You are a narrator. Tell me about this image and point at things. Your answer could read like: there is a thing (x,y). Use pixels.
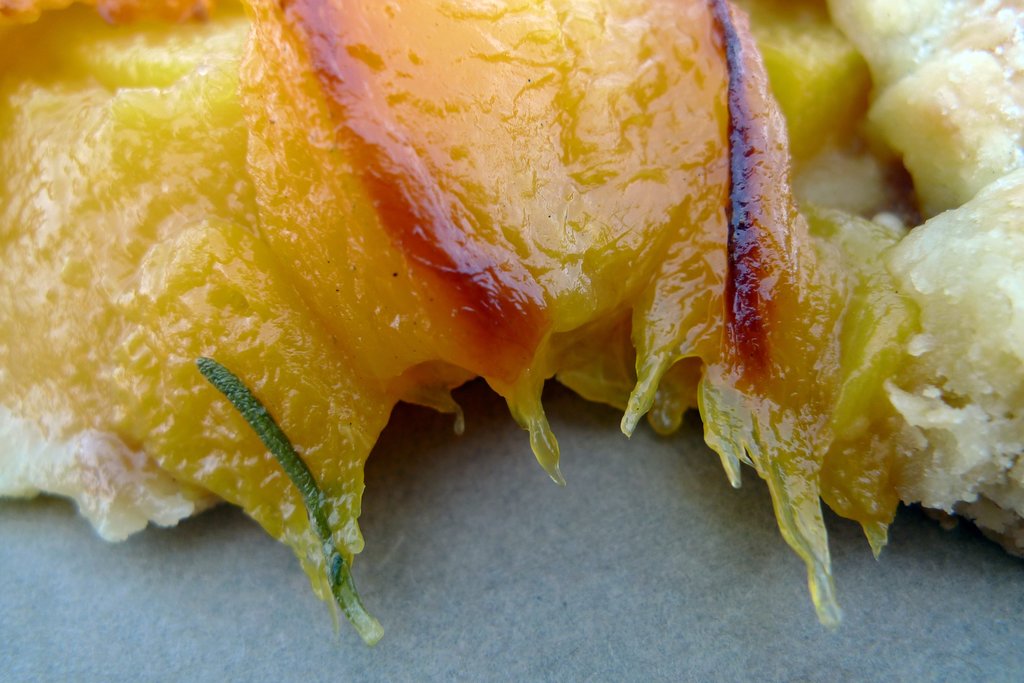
In this image we can see food item (560,381) on a surface (225,661).
